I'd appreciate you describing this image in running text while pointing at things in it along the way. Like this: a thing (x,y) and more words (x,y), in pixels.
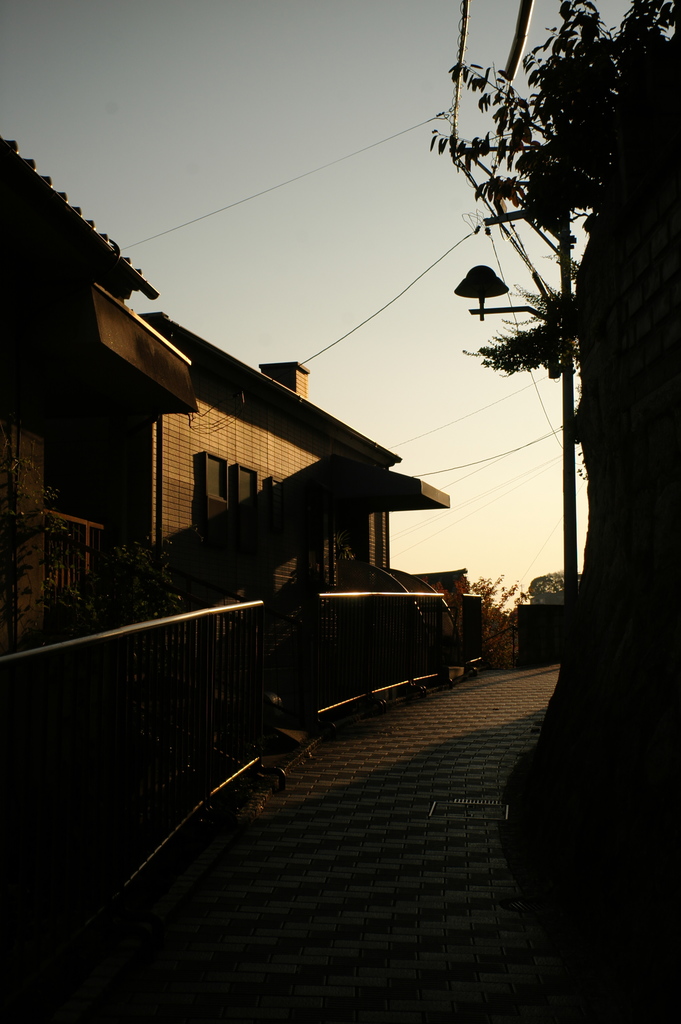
In this picture we can see the building (215,403) and house (92,419). On the right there is an electric pole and wires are connected to it. Beside that we can see the plant (629,139). At the bottom (215,728) there is a gate (248,691) and fencing (383,605). At the top (297,132) there is a sky (279,132).
